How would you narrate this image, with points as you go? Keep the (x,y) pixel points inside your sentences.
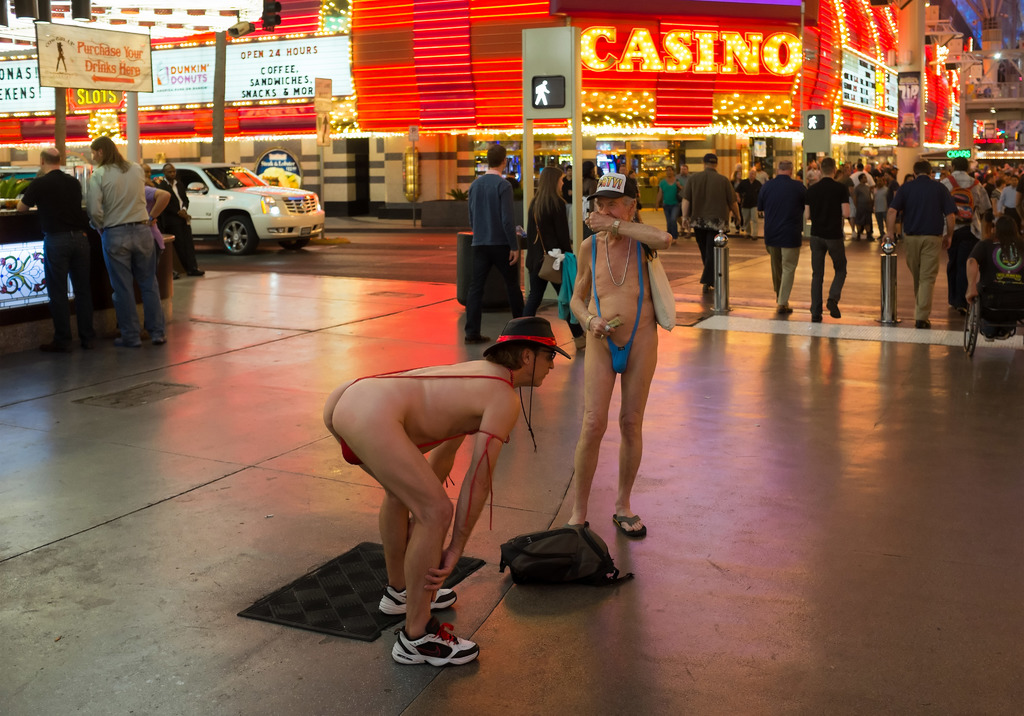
In this image there are people (415,486), boards (901,99), buildings (728,80), vehicle (311,209), store (86,211), lights (796,65) and objects (994,82). Something is written on the boards (58,68). Among them few people (931,284) are walking.
